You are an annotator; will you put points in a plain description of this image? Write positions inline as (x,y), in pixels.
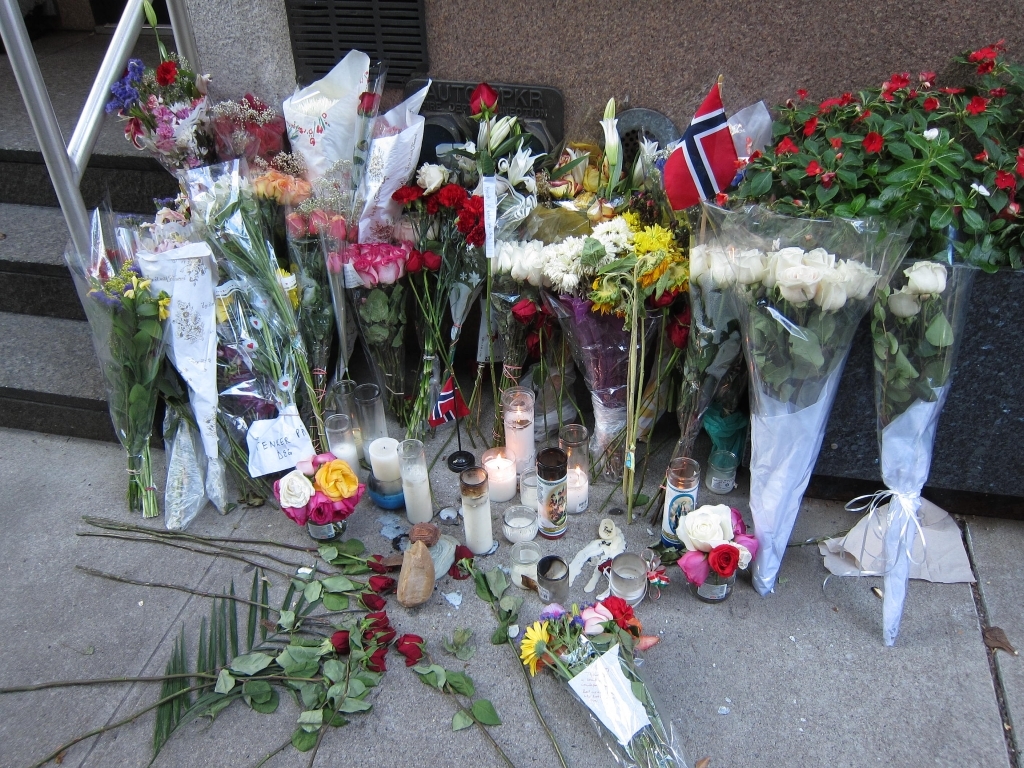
As we can see in the image there are stairs (3,252), wall (574,81), bouquets (160,138) and flowers (307,652).
